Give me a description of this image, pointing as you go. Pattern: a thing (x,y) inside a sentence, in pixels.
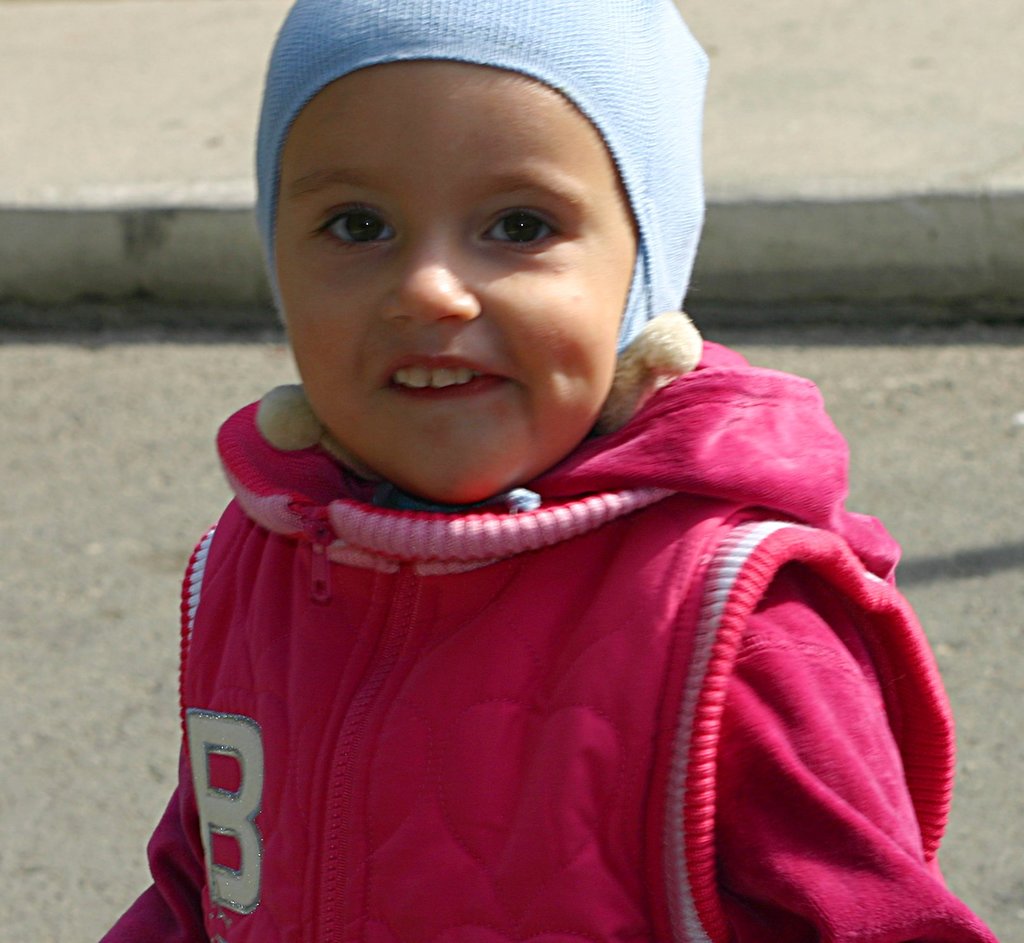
In this image there is a person (415,507) standing on the road (148,458).
